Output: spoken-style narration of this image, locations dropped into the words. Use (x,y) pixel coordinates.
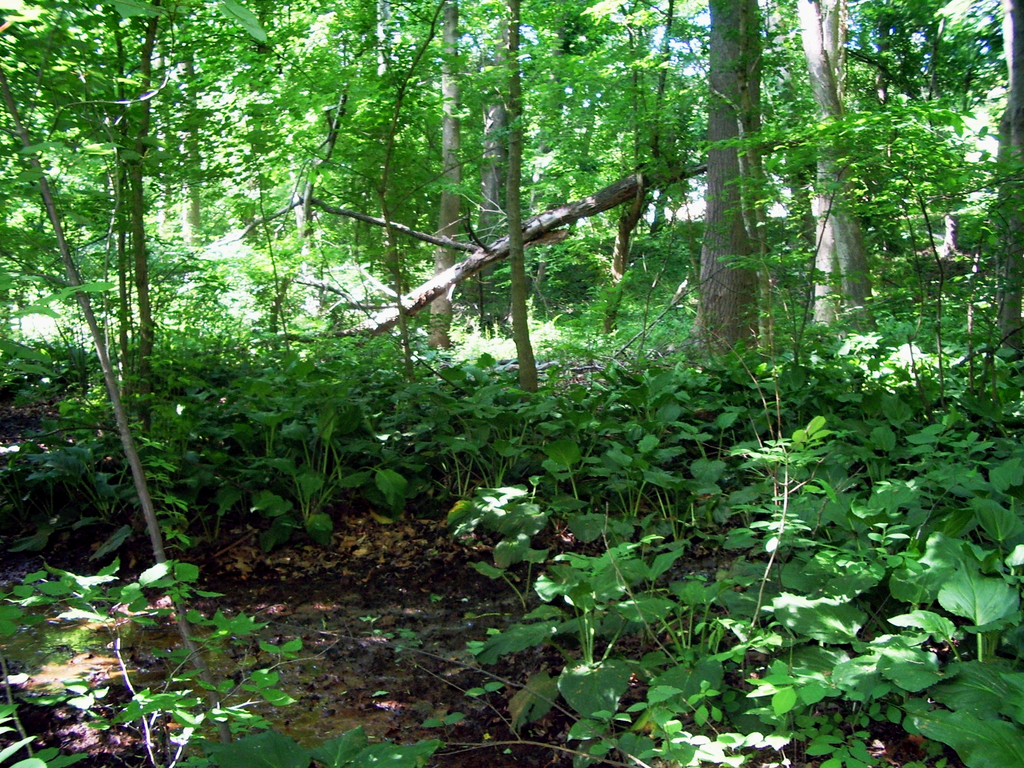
In the given picture, we can see a few plants (741,538) included with the trees (447,52).
